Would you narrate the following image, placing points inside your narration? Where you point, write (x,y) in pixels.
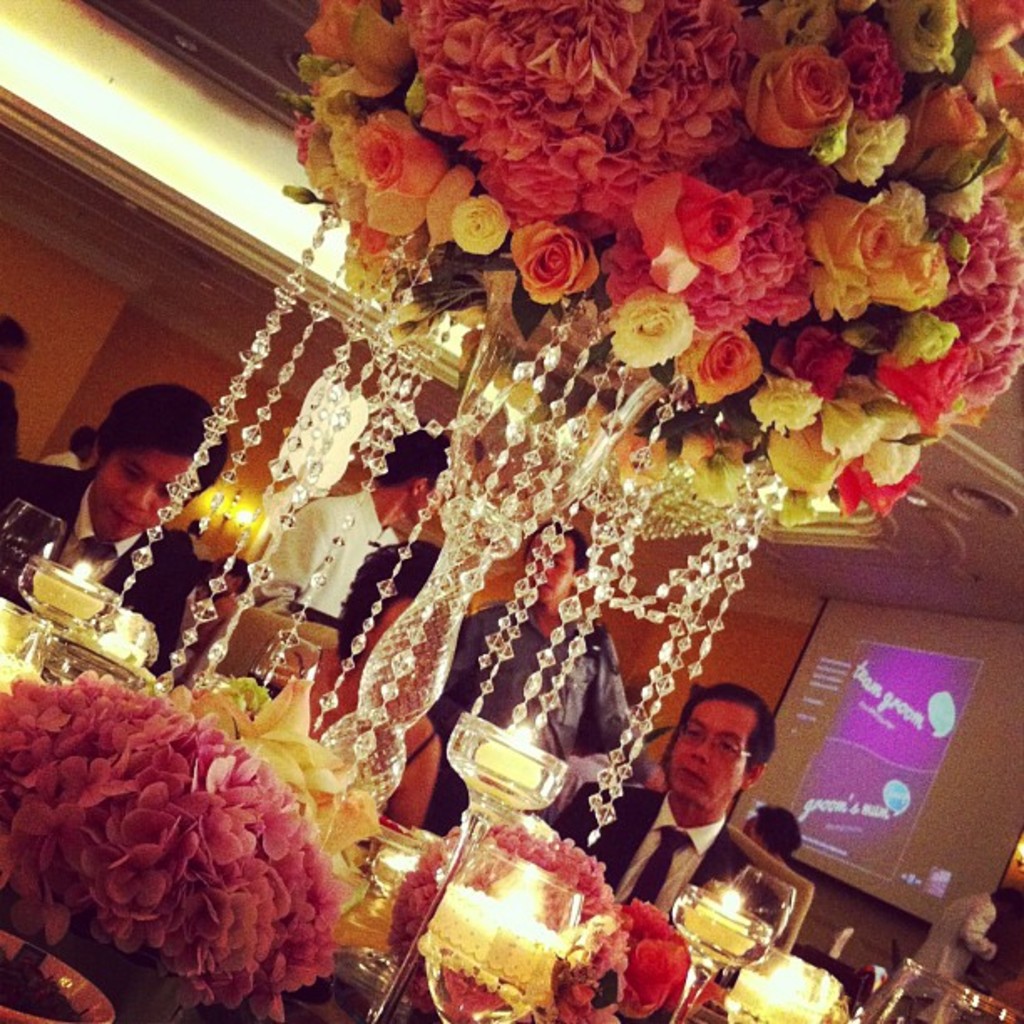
In this image I can see the chandelier (516,487) decorated with flowers (994,240). I can see few people (636,884) are sitting in-front of the table (336,1011). On the table (321,1010) I can see the wine glasses (372,993) and flowers (303,928). In the background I can see few more people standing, screen (869,733) and the wall (55,261).
